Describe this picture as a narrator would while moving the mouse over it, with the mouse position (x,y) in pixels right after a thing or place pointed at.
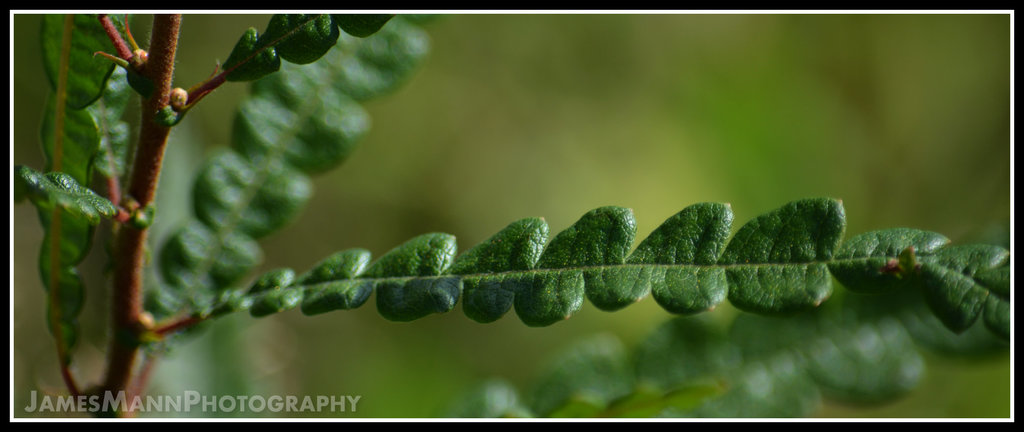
The picture consists of a plant (347,267). The picture has black border (8,402). The background (701,66) is blurred. At the bottom (120,404) there is text (175,400).
